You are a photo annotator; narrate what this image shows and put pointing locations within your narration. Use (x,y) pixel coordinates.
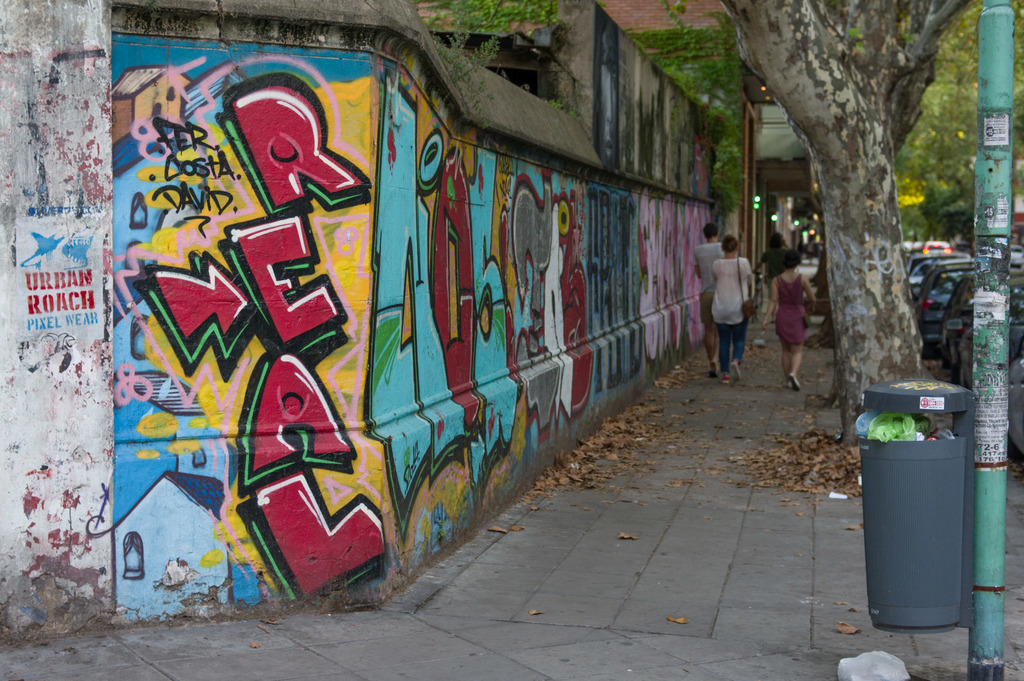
On the right side of the image (729,263) we can see persons (734,280), vehicles (963,324), tree (874,283), dustbin (894,413) and pole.
